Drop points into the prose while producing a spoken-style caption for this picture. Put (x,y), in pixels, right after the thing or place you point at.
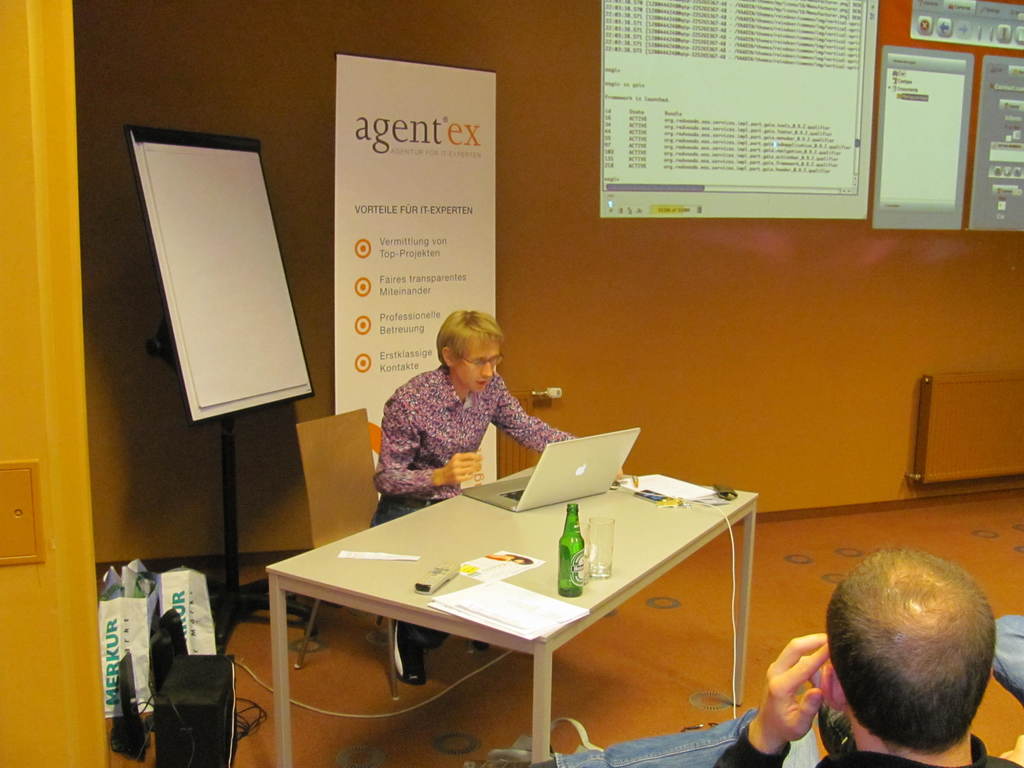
The woman (437,411) in the middle of the picture (396,469) is sitting on the chair (370,501). In front of her, we see a table (500,520) on which laptop (538,484), papers (653,488), glass (610,522), glass bottle (573,537) and a remote (428,576) are placed. Behind her, we see a white board (223,322) and a board (352,269) in white color with some text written on it. At the bottom (935,686), we see a man (920,677) in black T-shirt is sitting on the chair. On the left side (74,507), we see a door (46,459) and a yellow wall (71,630). At the top (625,30), we see an orange wall (791,305) and a projector screen (611,157) with some text (813,52) displayed on it.
